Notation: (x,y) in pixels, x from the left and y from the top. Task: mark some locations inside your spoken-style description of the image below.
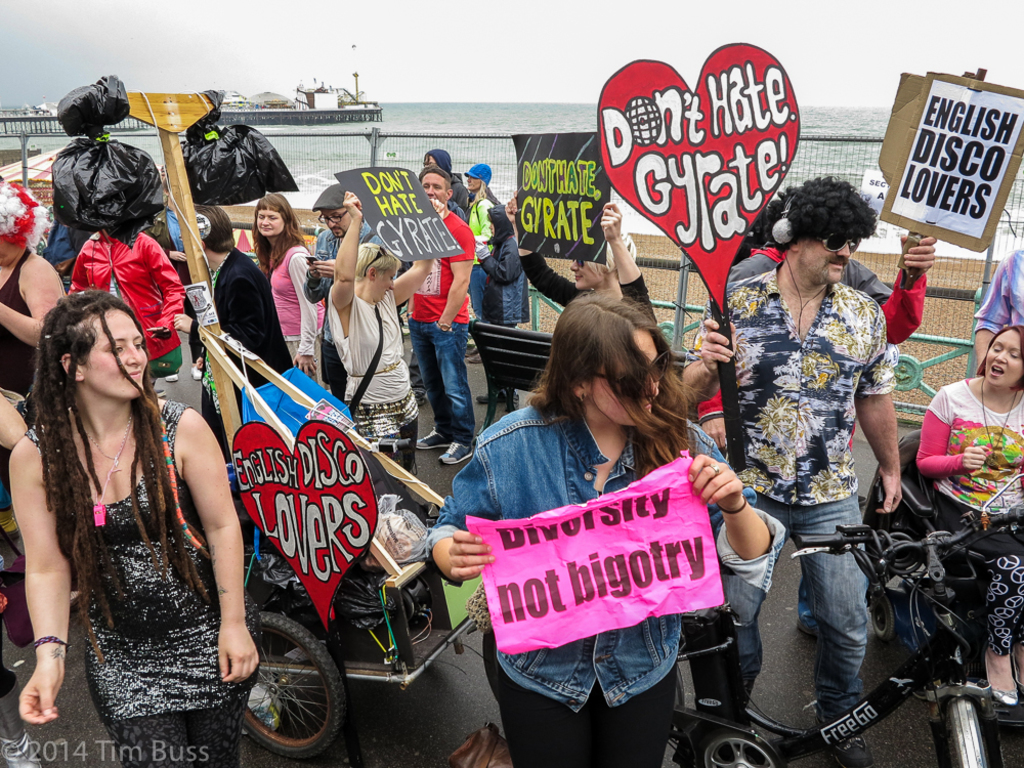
In this image I can see number of persons (468,503) are standing and I can see they are holding boards (607,559) in their hands (437,555). I can see a black colored bicycle (968,752), a black colored bench (530,358) and the metal fencing (514,180). In the background (461,125) I can see the water (449,120), few buildings (364,105) and the sky (700,40).
